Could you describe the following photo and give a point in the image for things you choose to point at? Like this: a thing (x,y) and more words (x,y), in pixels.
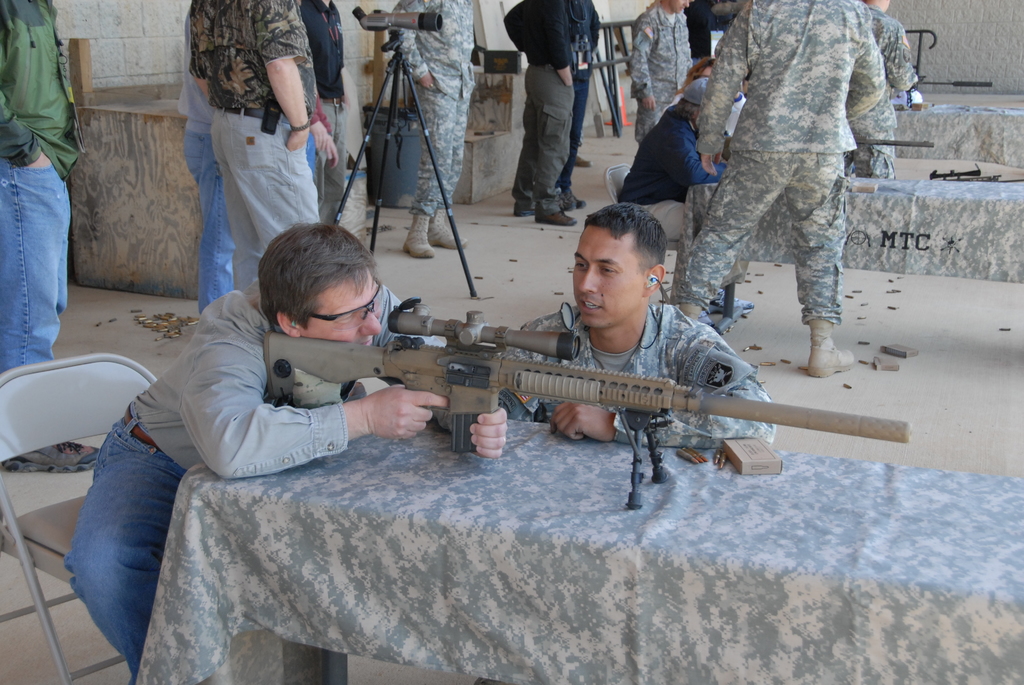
This person (195,371) is sitting on a chair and holding weapon (572,386). On this table (593,484) there are bullets (724,460) and box (762,460). Here we can see people (724,257) and table (897,234). In-between of these people (422,184) there is a camera (431,21). Far there is a bin (408,163).
